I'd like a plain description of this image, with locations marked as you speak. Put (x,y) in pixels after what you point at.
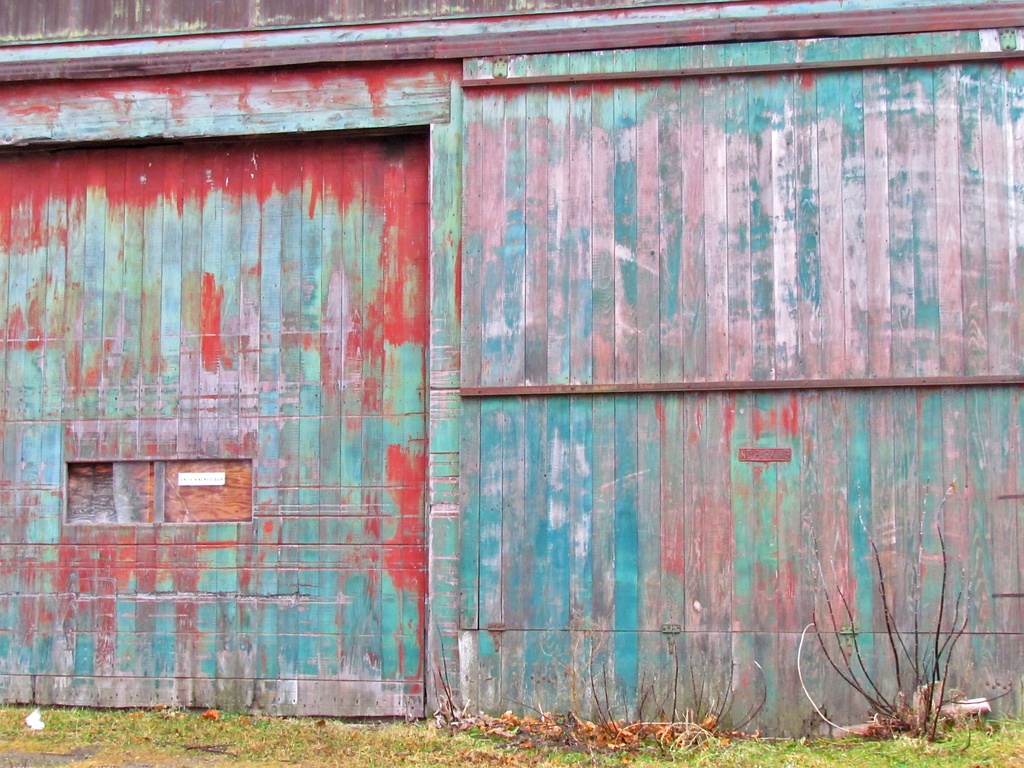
In this picture, it looks like a wooden wall (413,436). In front of the wooden wall (660,649) there are plants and grass (209,739).
